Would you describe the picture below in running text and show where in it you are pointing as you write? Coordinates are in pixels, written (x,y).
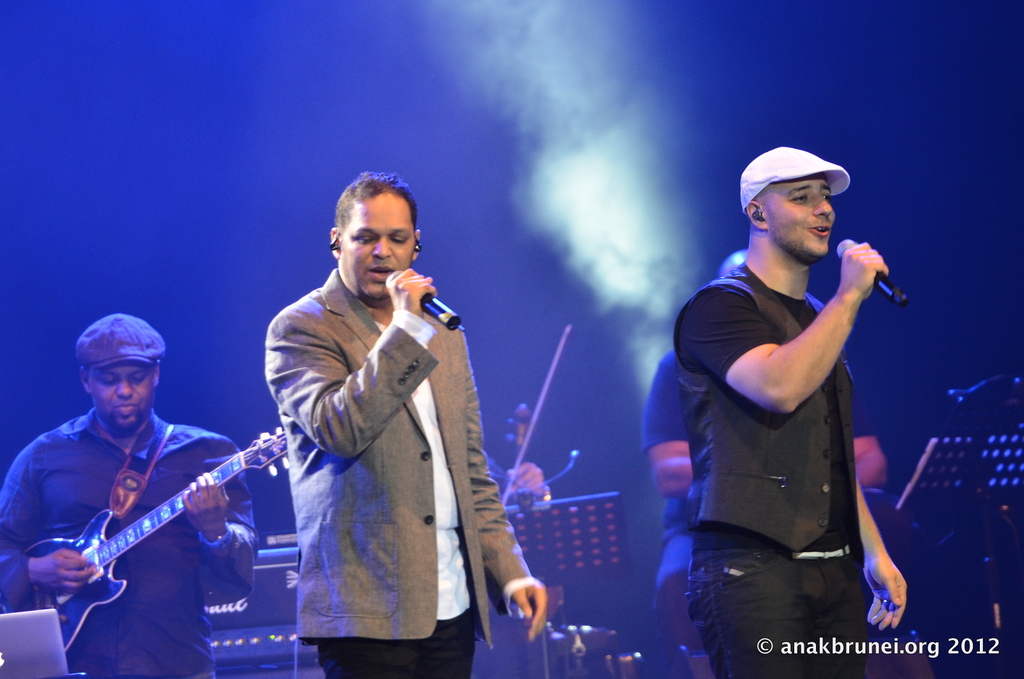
In this image, few peoples (137,575) are playing a musical instrument (46,553). Two (389,493) are holding microphone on his hands (841,282). Right side person (841,330) is wearing a cap (793,171) on his head (812,210). These two peoples (817,251) are singing.
